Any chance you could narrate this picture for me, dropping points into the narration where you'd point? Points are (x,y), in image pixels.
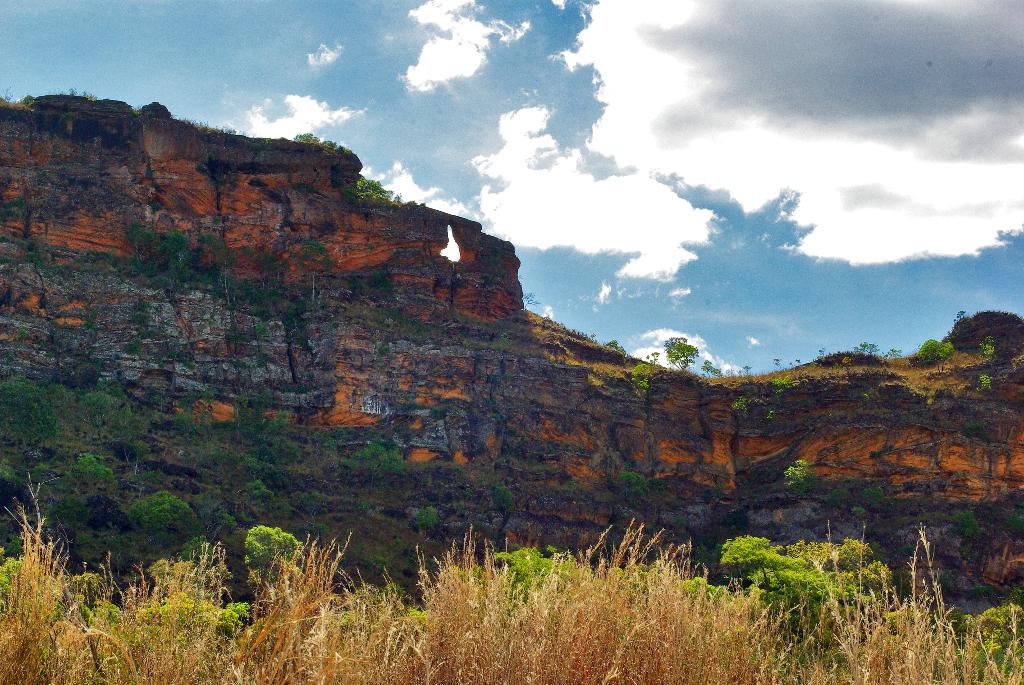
In this image in the front (289,594) there is dry grass (345,637) and there are plants (780,603). In the background (340,371) there is wall (688,423) and the sky (642,178) is cloudy.
